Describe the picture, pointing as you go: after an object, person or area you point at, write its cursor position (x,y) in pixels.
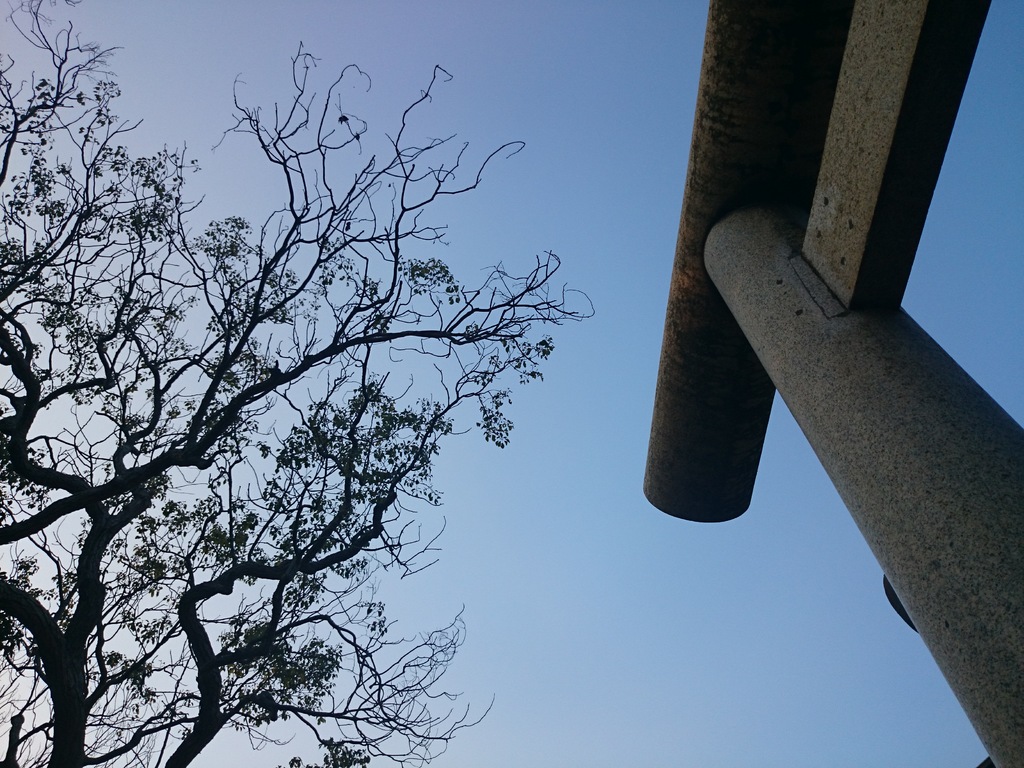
On the right side of the image (885,356) there is a pillar (933,540). On the left (152,652) there is a tree (205,463). In the background (561,498) we can see sky (561,623).
